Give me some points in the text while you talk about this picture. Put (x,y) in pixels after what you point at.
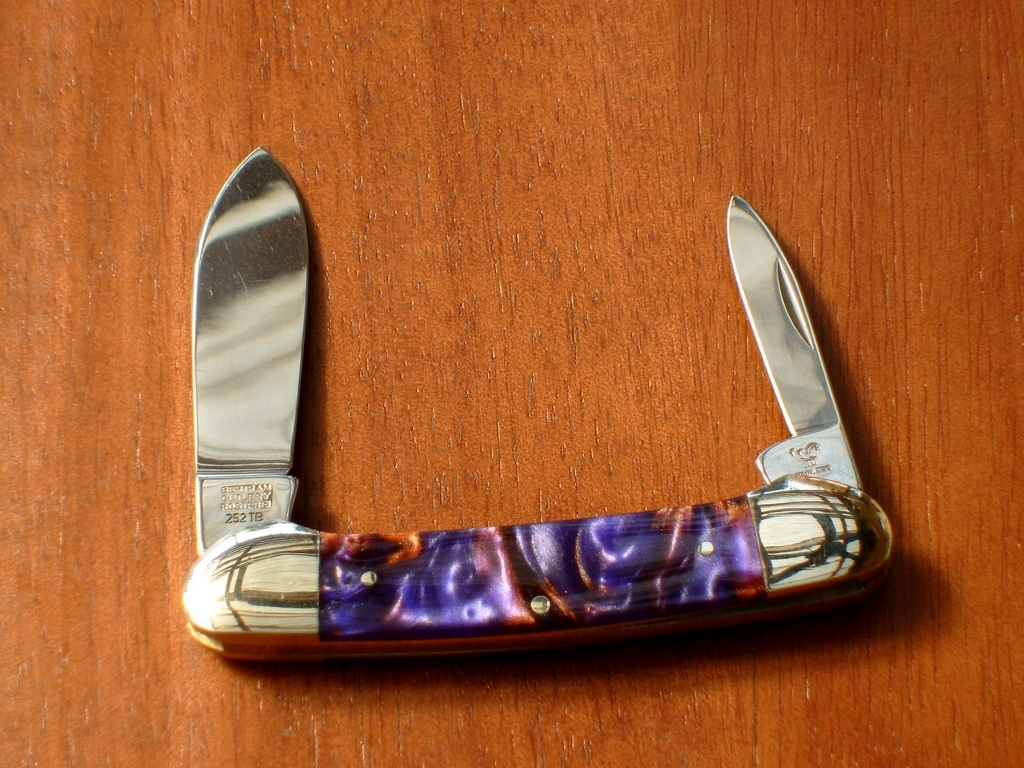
In this image there is a knife (757,541), which is on the brown colour surface (415,511).
